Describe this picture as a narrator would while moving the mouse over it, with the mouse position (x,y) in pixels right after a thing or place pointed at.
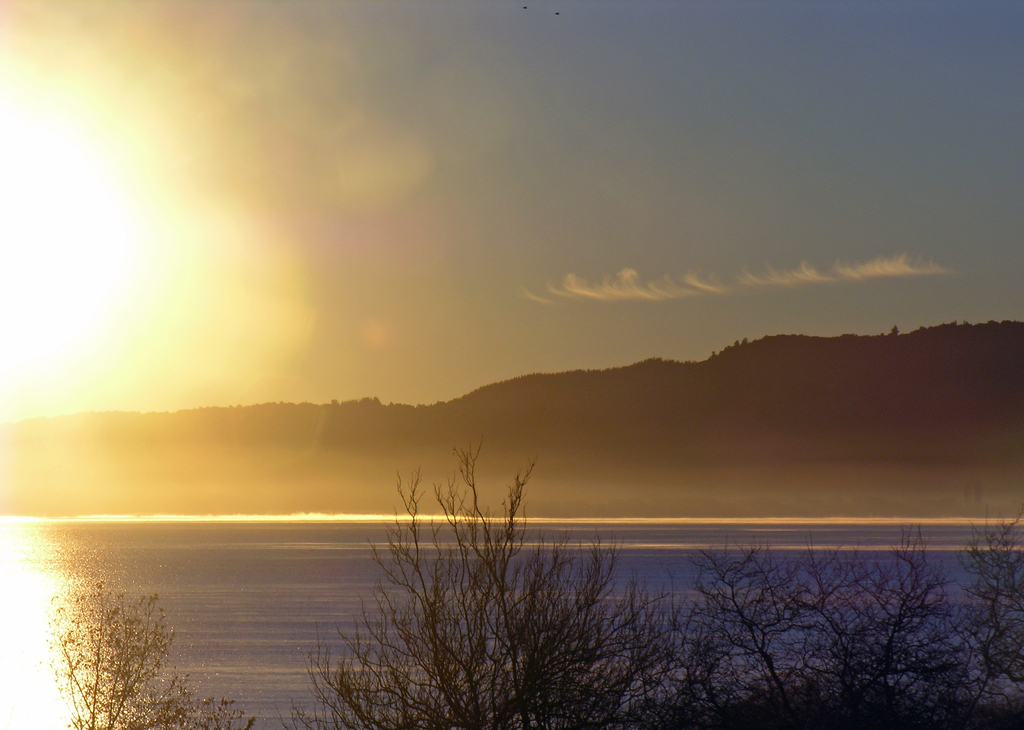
In this image there are trees (556,650), river (380,545), mountain (485,418) and the sky (367,272).
